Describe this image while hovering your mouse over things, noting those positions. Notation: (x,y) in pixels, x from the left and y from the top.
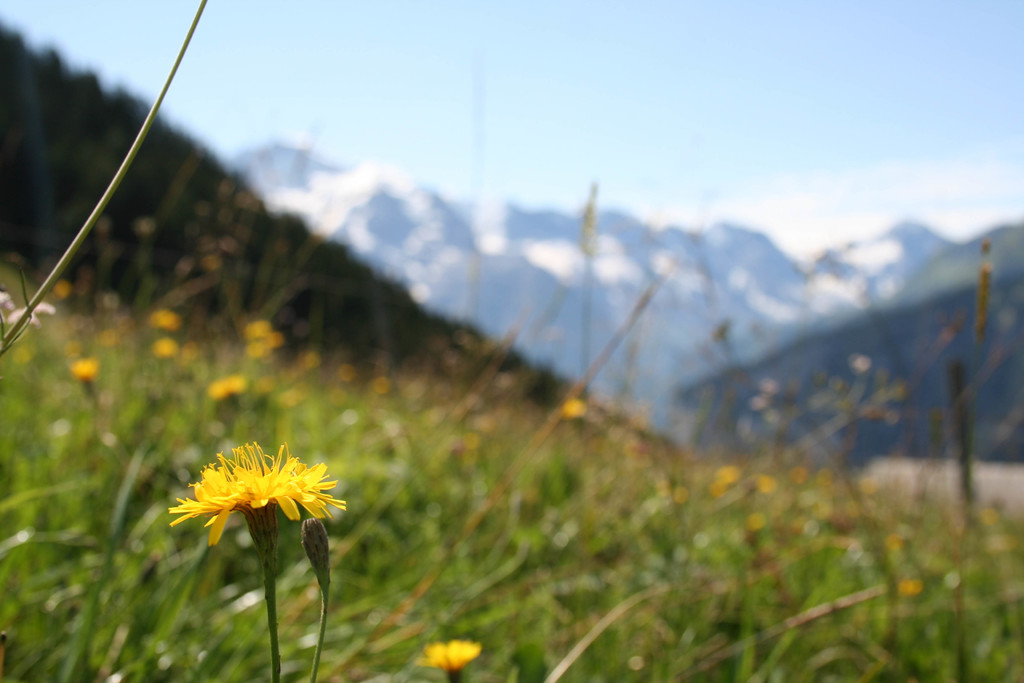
In this image we can see flowers (246,483), plants (449,482), hills (698,394), mountains (745,274) and sky (619,74).
